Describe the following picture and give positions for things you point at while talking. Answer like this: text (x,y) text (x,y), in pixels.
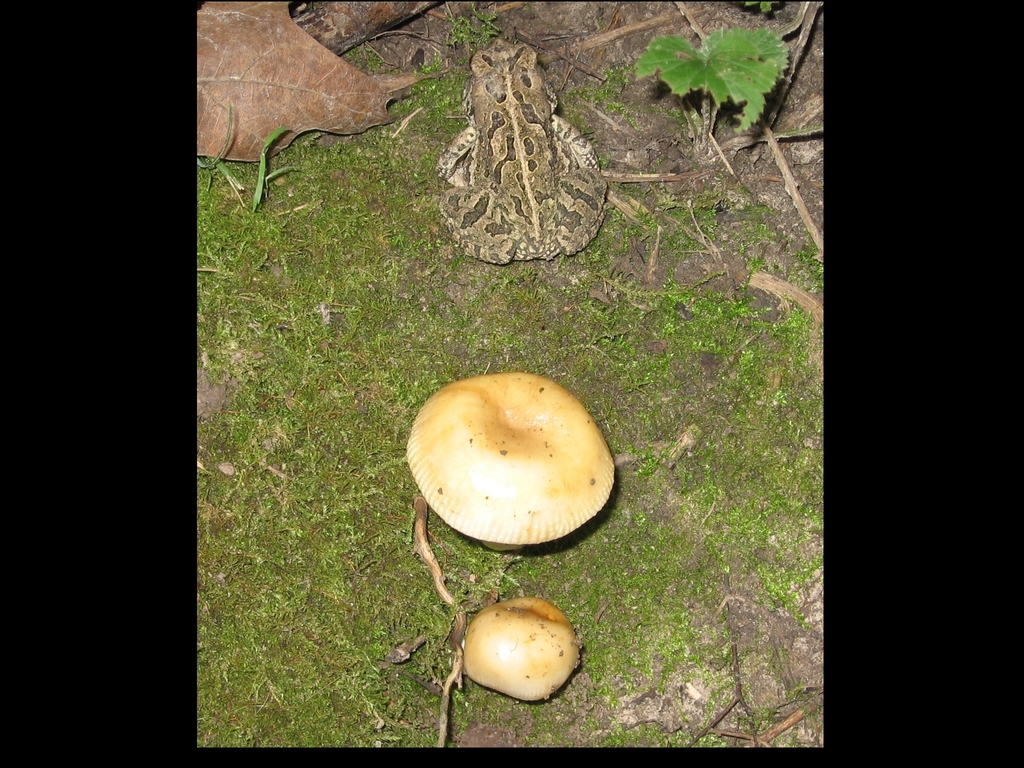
In this image we can see mushrooms (488,612), ground (608,401), leaves (767,47), and a toad (535,149).
